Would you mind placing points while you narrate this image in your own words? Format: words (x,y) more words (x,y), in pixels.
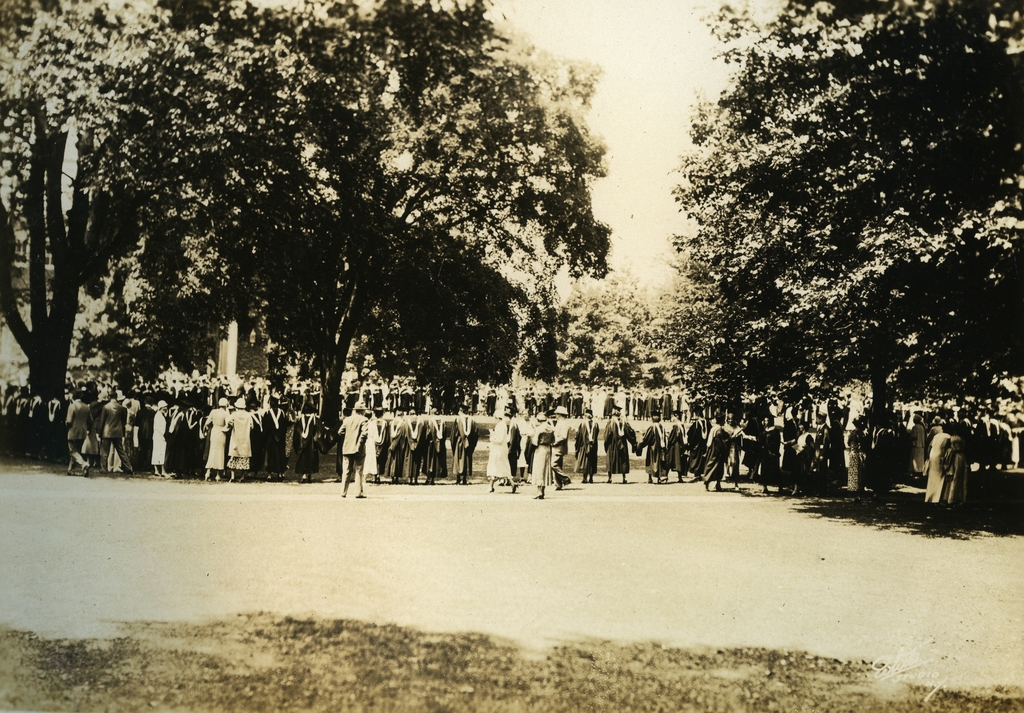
In the image we can see there are many people (453,429) standing and some of them are walking, they are wearing clothes (264,434) and some of them are wearing caps (239,399). Here we can see the road (558,551), grass (305,658), trees (491,284) and the sky (643,57).
